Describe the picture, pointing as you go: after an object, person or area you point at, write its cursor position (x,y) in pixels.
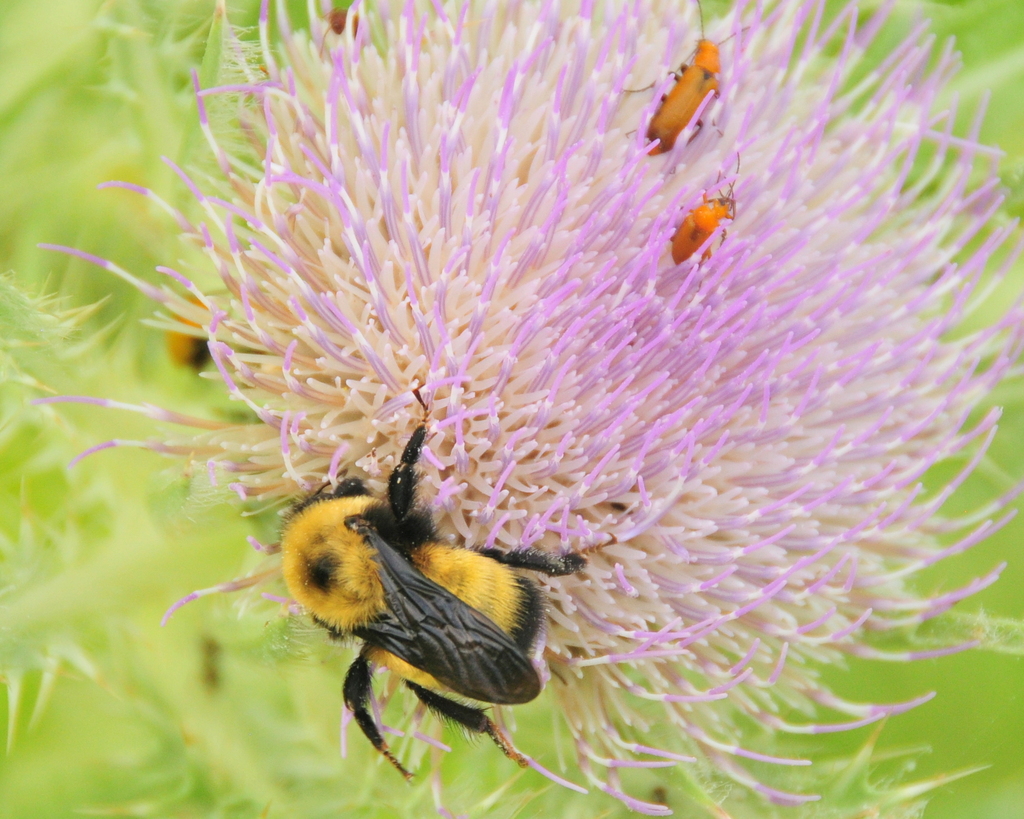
On the bottom (361,631) we can see a bumblebee (353,533) on this flower (468,513). On the top (739,190) we can see many insects (683,90) on the flower (352,172). On the bottom right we can see grass (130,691).
